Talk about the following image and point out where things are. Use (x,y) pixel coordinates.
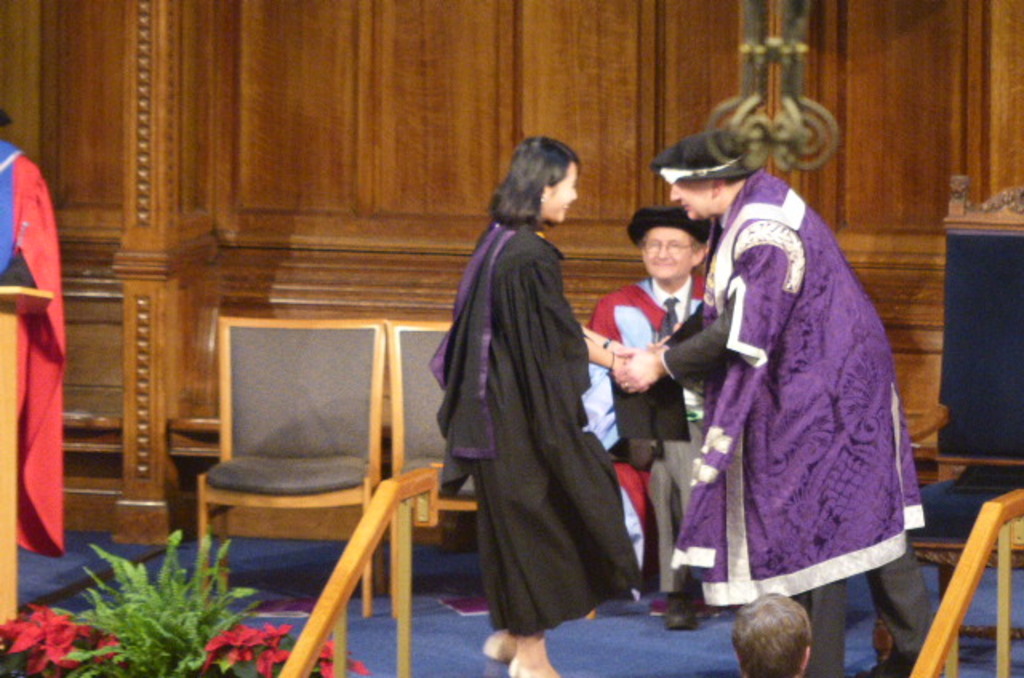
In this image I can see few people (461,310) are standing where one man (677,591) is sitting on a chair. I can also see few more chairs (410,337) over here.
